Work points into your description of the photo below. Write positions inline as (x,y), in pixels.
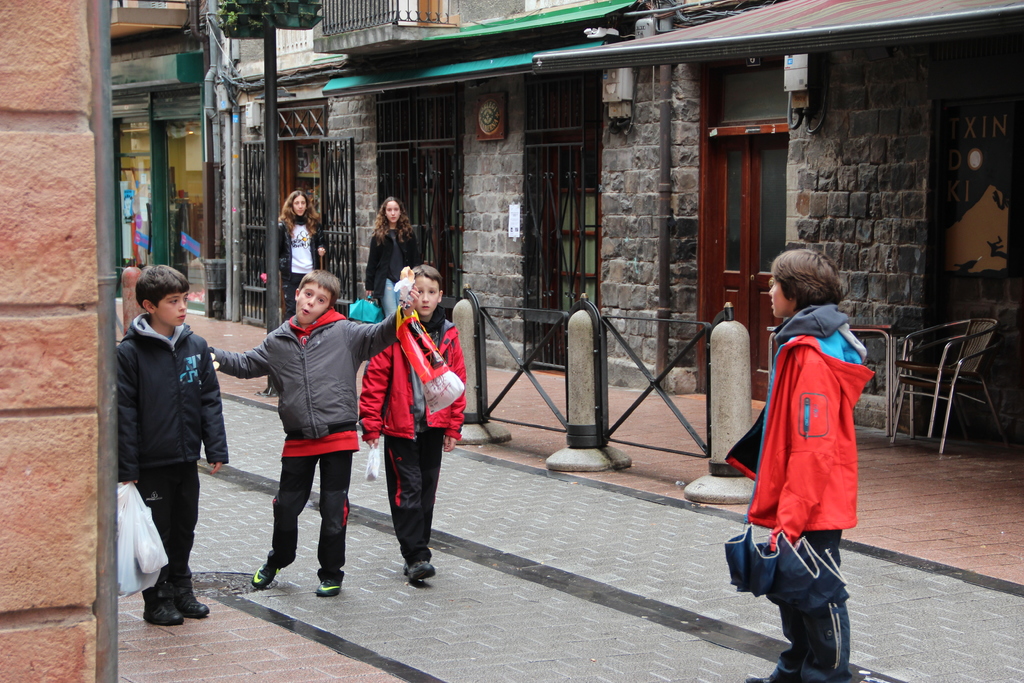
On the left side of the image (134,392) we can see a boy (159,357) is standing and holding something in his hand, a pipe (98,245) and a wall (73,411) is there. In the middle of the image (393,369) we can see two kids (320,406) and two ladies (314,241). On the right side of the image (795,501) we can see a boy (846,512) is standing and holding something in his hand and a chair (950,348) is there.
